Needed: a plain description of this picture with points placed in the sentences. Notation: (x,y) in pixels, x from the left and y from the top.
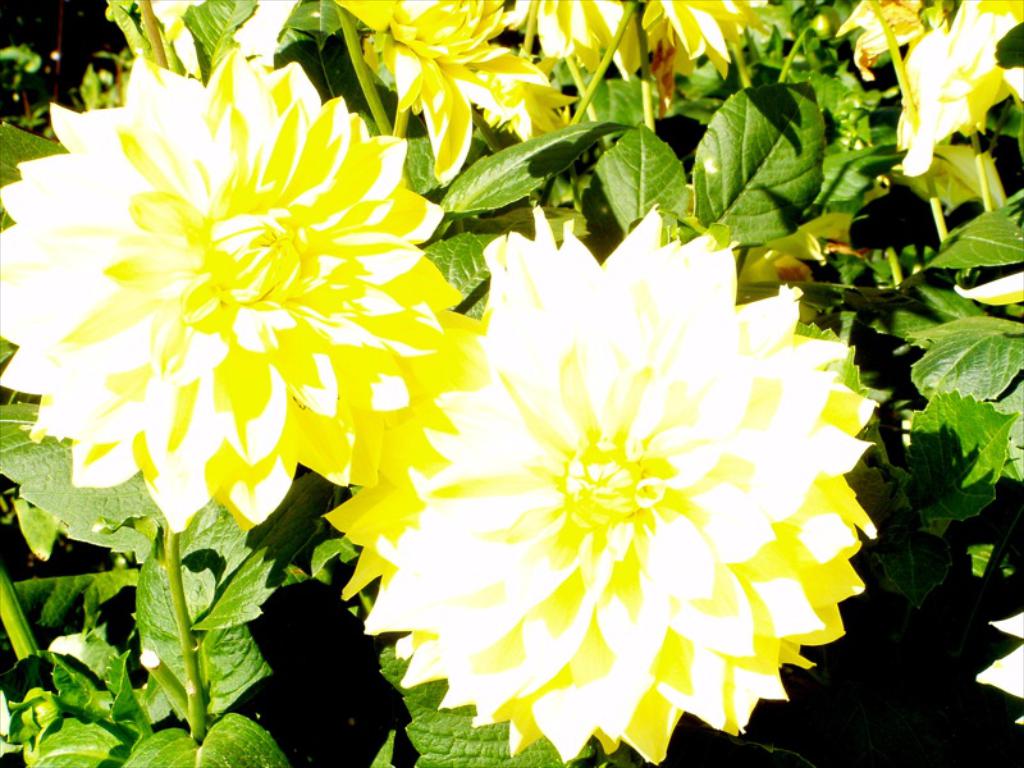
These are the 2 flowers (530,406) in yellow color and these are the leaves (145,706) of these plants (499,377).
